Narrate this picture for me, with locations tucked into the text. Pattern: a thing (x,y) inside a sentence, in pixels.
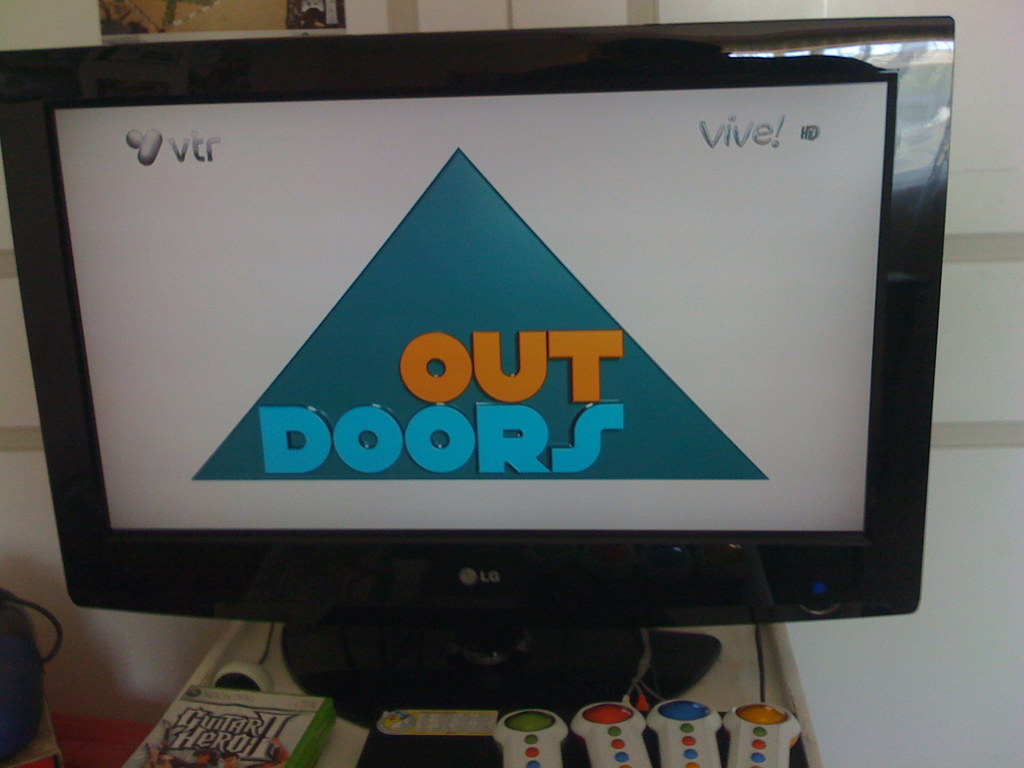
In this picture in the front (551,750) there are objects (629,754) which are white in colour, there is a book (240,733) with some text (222,735) written on it. In the center (441,363) there is a monitor (526,551) with some text (426,349) displaying on it and in the background (517,9) there is wall (517,9), on the left side (25,690) there is an object (11,677) which is black in colour.
